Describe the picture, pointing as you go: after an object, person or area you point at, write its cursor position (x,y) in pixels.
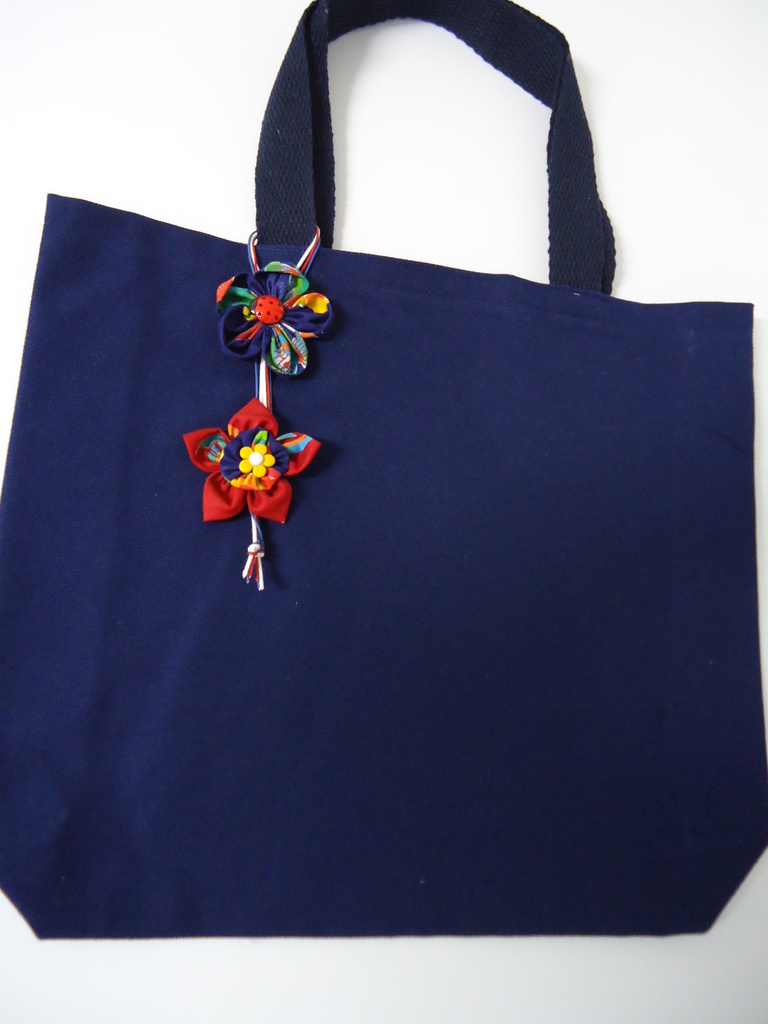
In this image, There is a bag (606,401) of blue color on that bag (375,510) there are two flowers (264,344), That bag (243,364) is hanging on the white color wall (474,118).
